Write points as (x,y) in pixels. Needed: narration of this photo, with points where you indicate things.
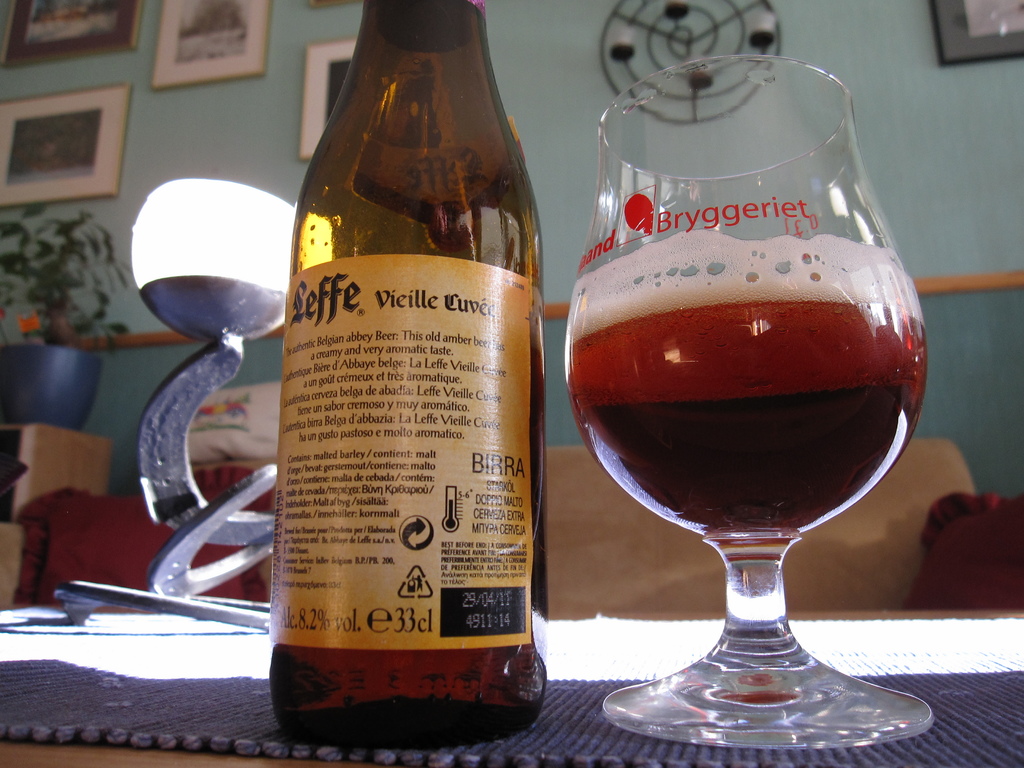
Here we can see a bottle of beer (463,272) and beside that we can see a glass of beer (697,352) present on a table (685,636) and behind that we can see a light (205,250), we can see a plant (62,263), we can see portraits (56,114) present all over the wall (907,82).
